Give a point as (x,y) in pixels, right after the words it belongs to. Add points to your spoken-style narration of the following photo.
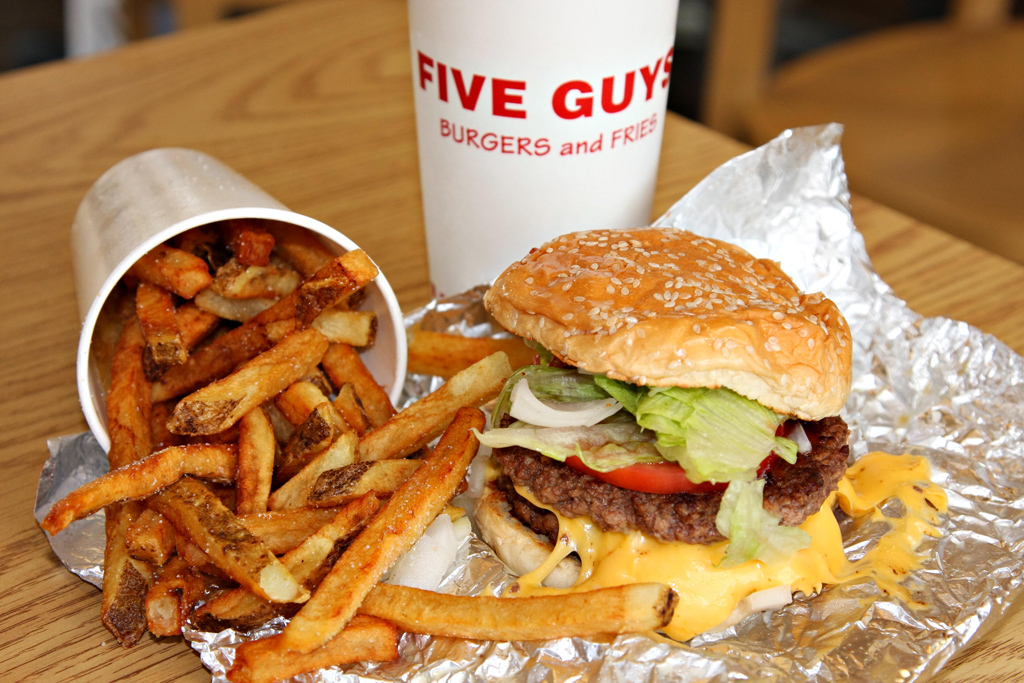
In this image I can see the cream and brown colored table (292,75) and on it I can see an aluminium foil (917,610), a burger (692,458) and two white colored cups (218,313). On one of the cup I can see few french fries (207,301). I can see the blurry background (991,33) in which I can see a chair (886,103) and few other objects (164,29).
